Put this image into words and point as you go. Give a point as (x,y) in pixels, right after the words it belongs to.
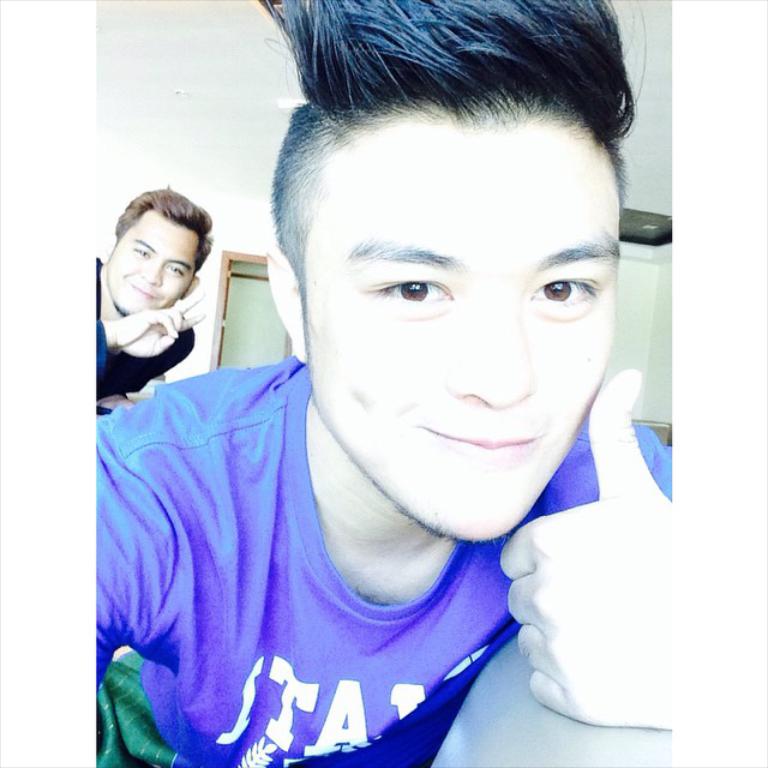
In this picture we can see two men (187,407), they both are smiling, in the middle of the image (373,313) we can see a man (409,502), he wore a blue color T-shirt (324,630).
